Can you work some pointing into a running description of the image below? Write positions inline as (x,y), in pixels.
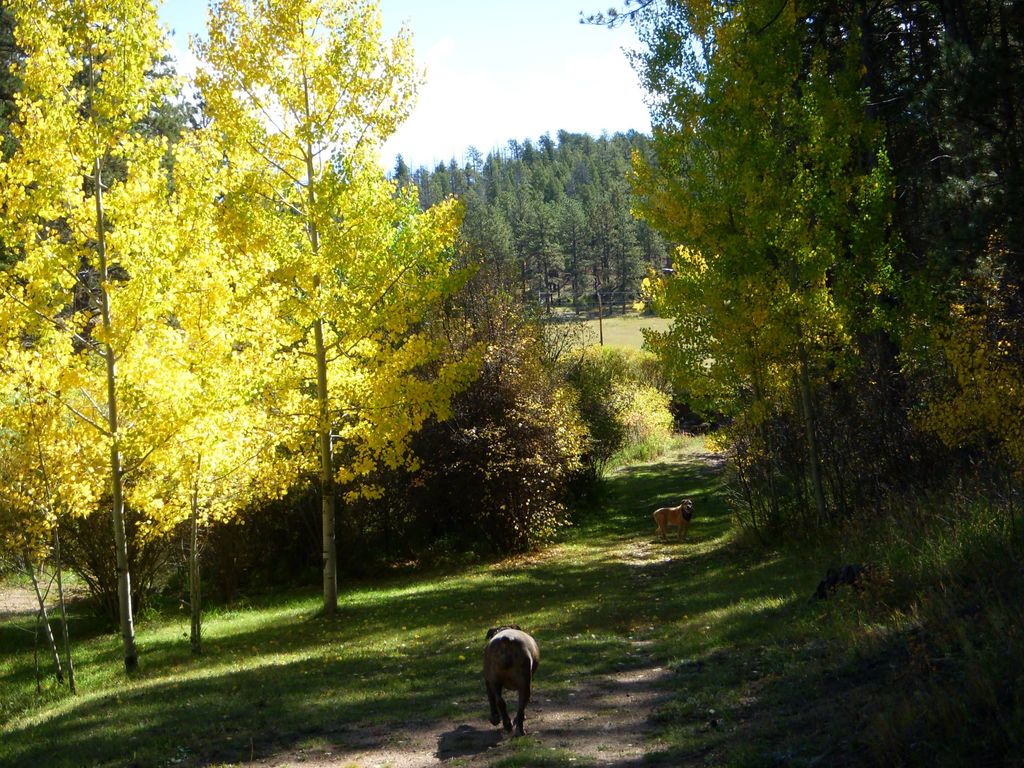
In this image I can see animals (534,655) on the ground (553,614). In the background (515,285) I can see the grass (487,603), trees (506,170) and the sky (480,125).
